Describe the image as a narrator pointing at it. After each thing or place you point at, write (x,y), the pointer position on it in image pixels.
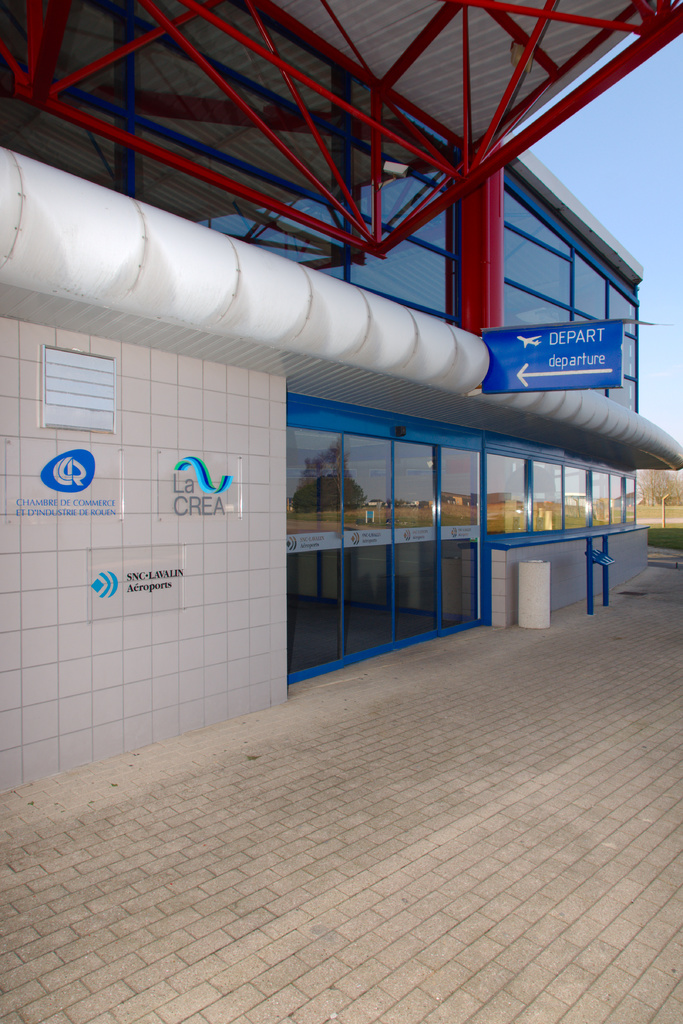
In this image there is a signboard (490,378) and logo frames (222,489) attached to the building (194,524), there are a few reflections (349,524) of trees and houses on the windows (537,517) of the building (580,511), there are trees (646,476) and the sky (679,184).
